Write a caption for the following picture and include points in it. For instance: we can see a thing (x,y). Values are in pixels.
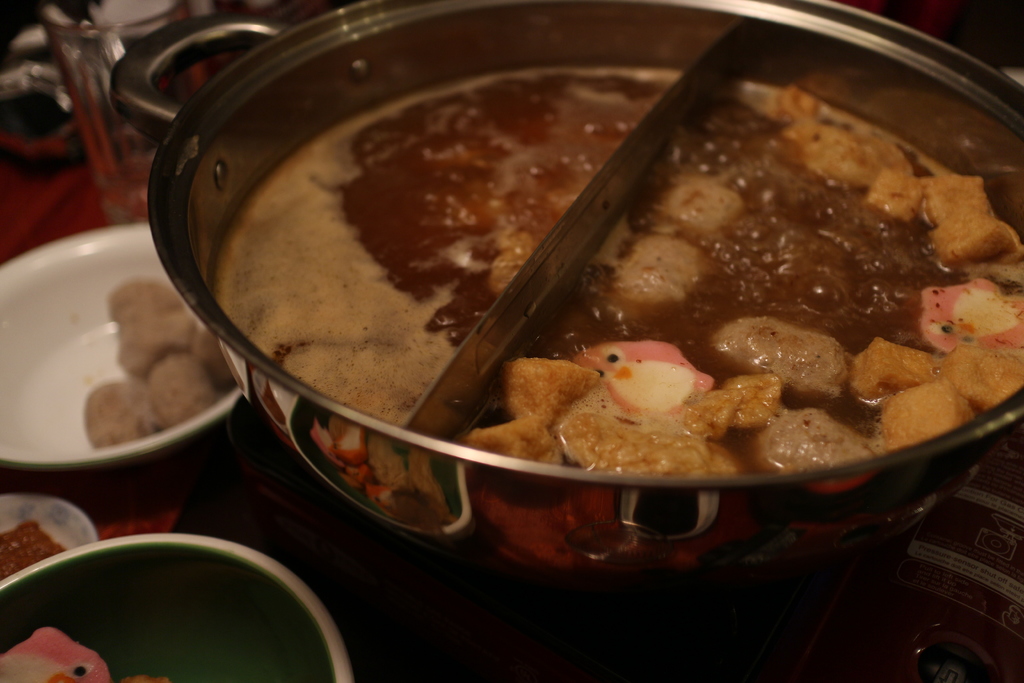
In the picture I can see food items (582,370) in a bowl (161,444) and some other objects (209,551). In the background (104,190) I can see some other utensils (128,134) on wooden surface (197,481).
